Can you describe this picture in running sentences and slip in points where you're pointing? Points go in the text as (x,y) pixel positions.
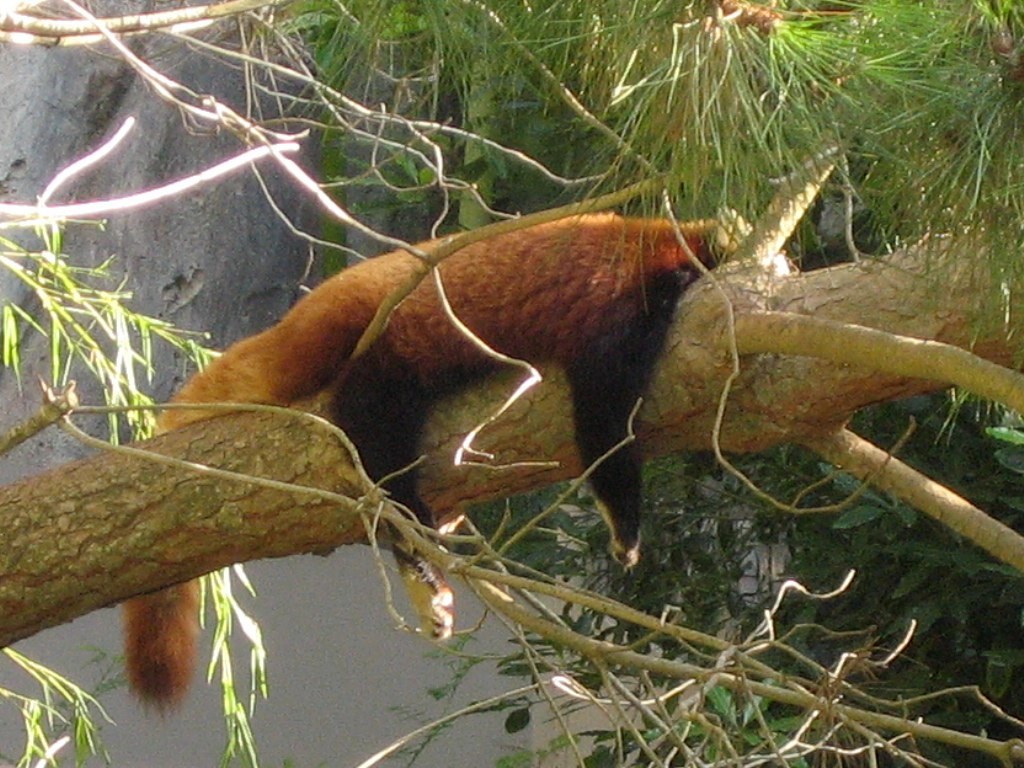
In this image I can see a red panda (708,244) lying on a tree branch (199,540). I can see other stems (1015,398) and branches (747,650) of the trees (692,71) around. I can see a wall (324,690) on the left hand side of the image (191,372).
